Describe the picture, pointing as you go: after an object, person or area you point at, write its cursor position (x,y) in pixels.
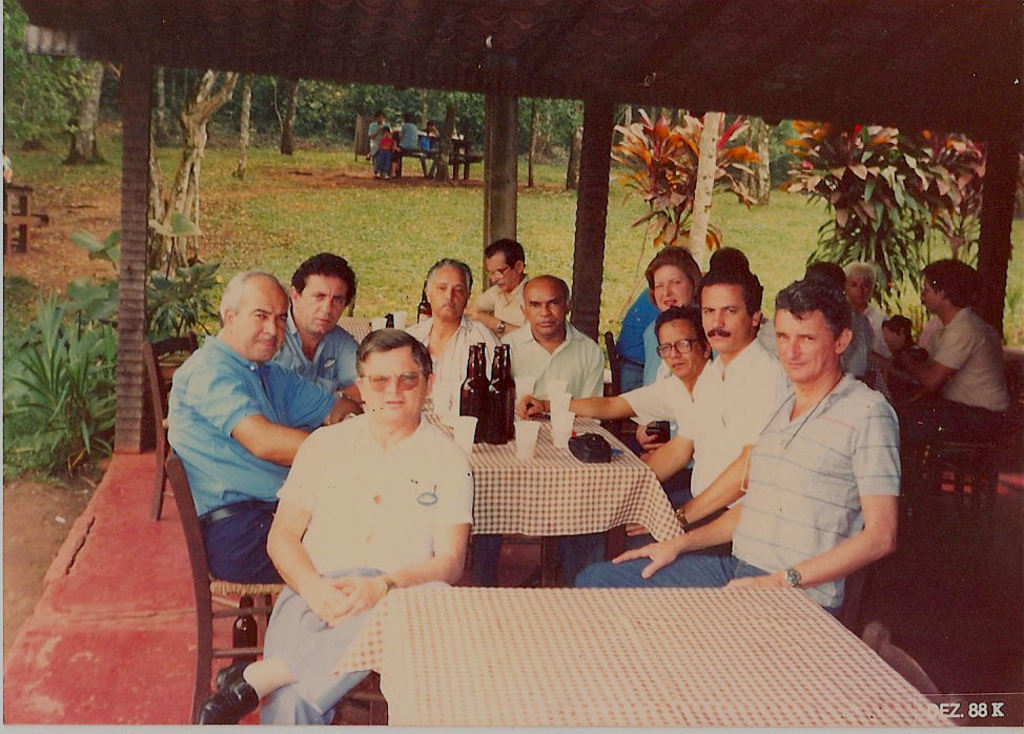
In the image we can see there are men (746,405) who are sitting on chair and on table (536,464) there are wine bottles (498,407) and glasses (559,428). At the back (672,196) there are lot of trees (746,176).
